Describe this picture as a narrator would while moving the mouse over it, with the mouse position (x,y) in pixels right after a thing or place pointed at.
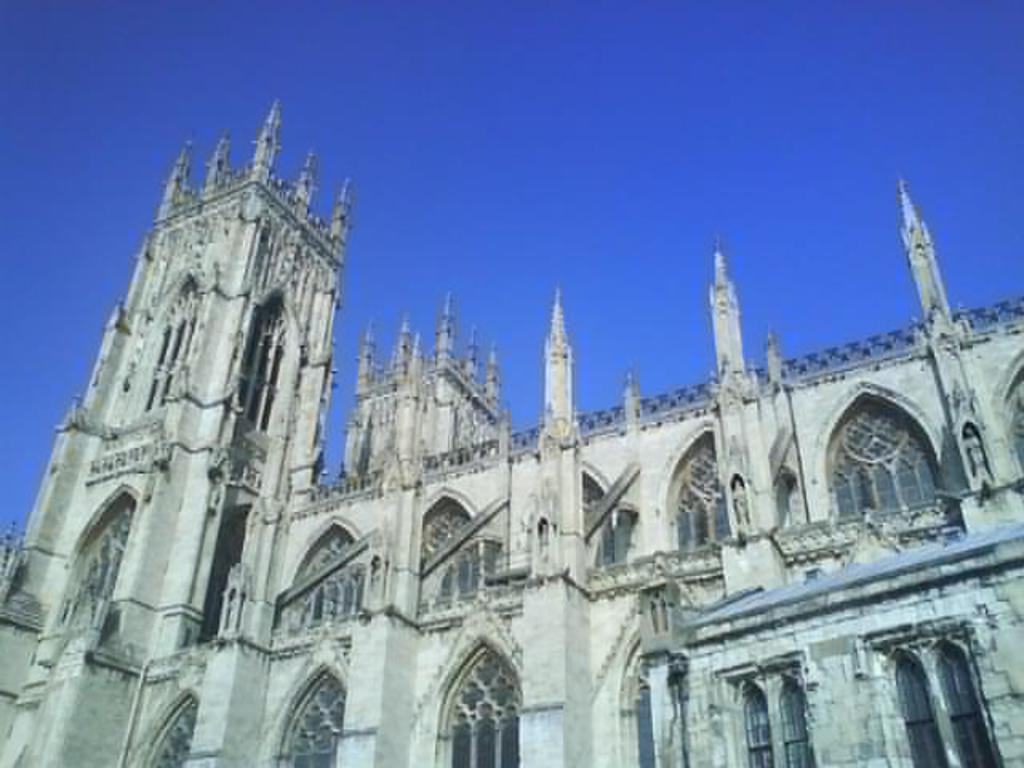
In this image in front (225,695) there is a building (588,530). In the background of the image (711,165) there is sky (690,65).
